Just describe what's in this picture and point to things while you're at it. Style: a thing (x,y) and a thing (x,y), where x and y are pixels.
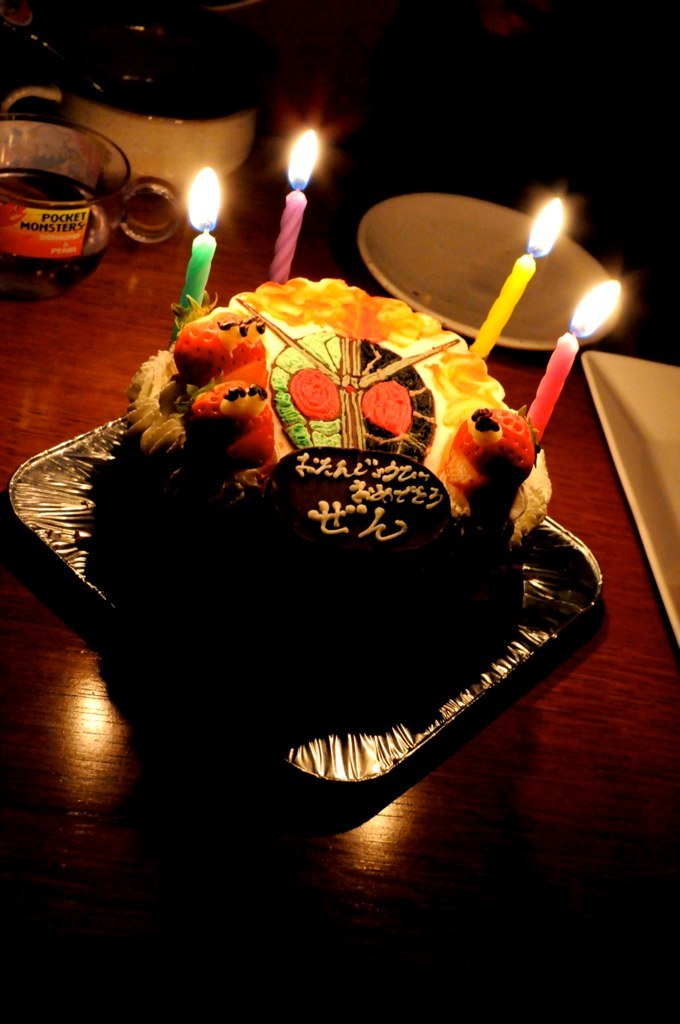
In this image we can see a table (451,889). On the table (242,230) there are cake (299,390) placed on a serving plate (523,590) with candles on it, coffee cups (95,253), saucer (467,243) and a serving plate (675,489).
